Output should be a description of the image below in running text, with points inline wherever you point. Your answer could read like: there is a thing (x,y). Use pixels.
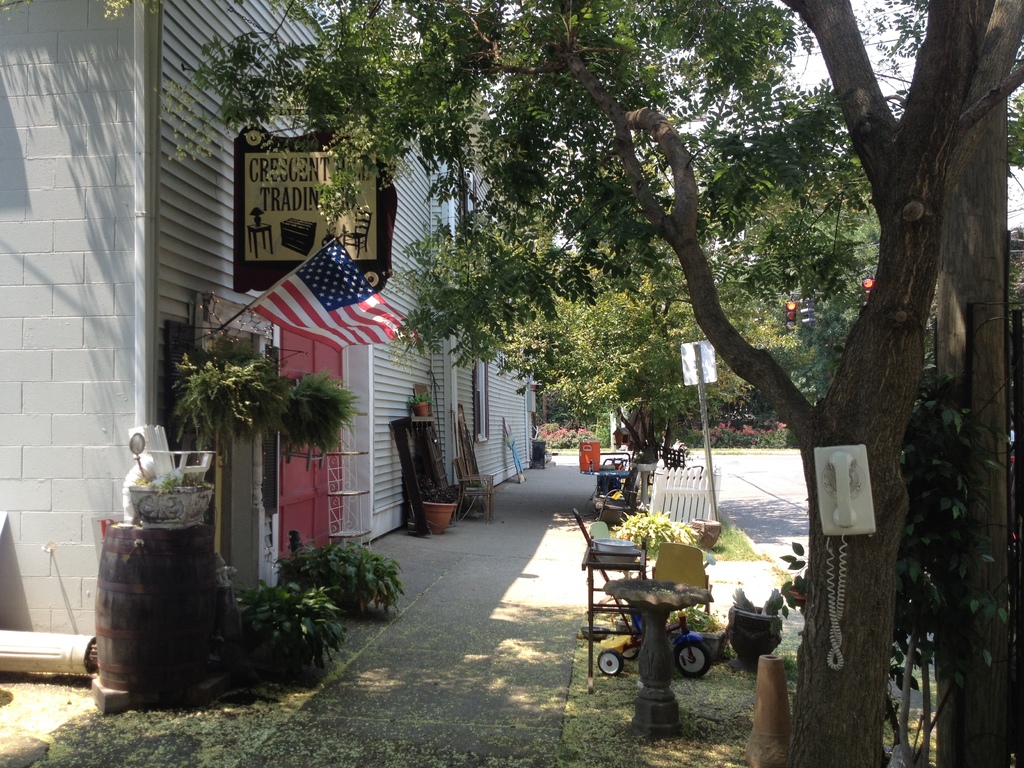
In this picture we can see telephone (865,497) on tree (870,466), plants (923,440), pots (707,633), flag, objects (151,524) on barrel (152,605), bicycle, chair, boards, pole (705,441), fence (705,476), building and objects (29,646). In the background of the image (548,403) we can see trees (803,333), traffic signals (793,324), plants (720,426) and sky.
